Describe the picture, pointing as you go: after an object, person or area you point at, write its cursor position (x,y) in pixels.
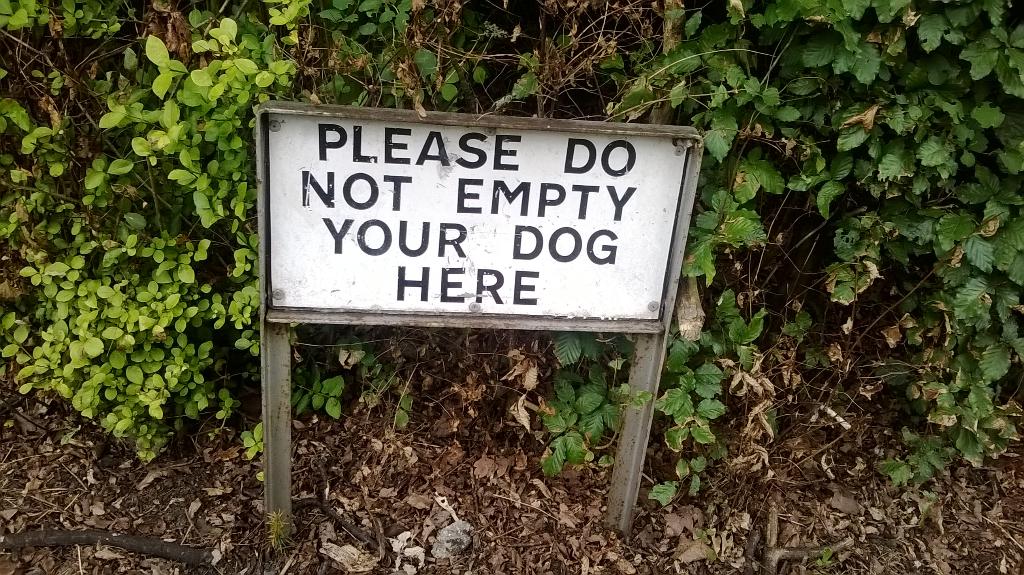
In the front of the image (430,258) I can see an information board (324,207). In the background of the image (704,249) there are plants (163,79).
